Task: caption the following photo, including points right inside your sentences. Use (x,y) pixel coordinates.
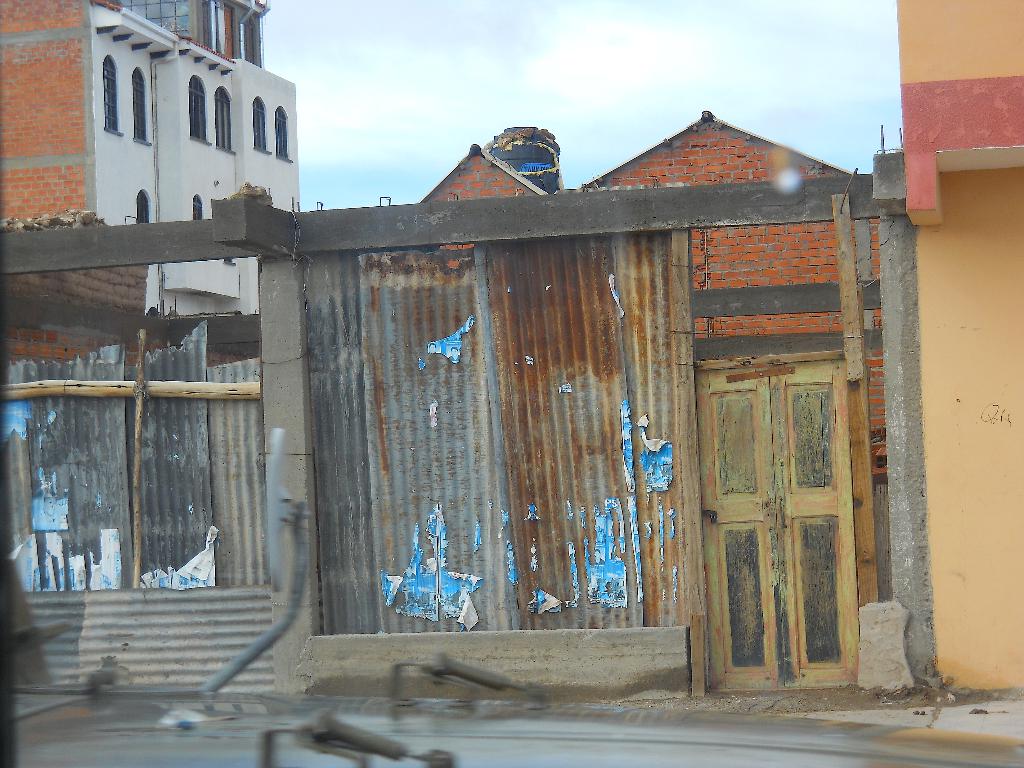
In this image I can see number of buildings (276,90) and cloudy sky (587,112).
